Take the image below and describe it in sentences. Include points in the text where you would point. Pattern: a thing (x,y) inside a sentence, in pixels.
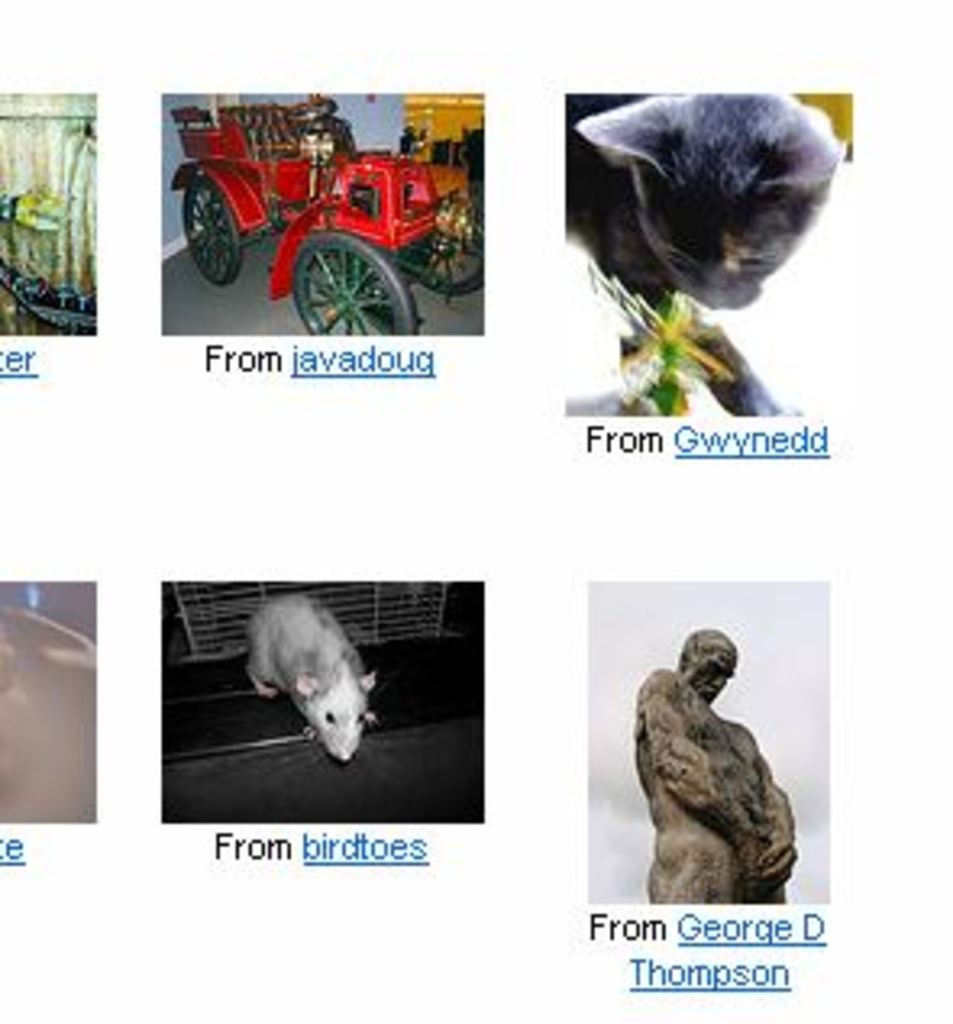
There are images (65,168) and texts (696,446) on a screen (386,378). And the background of this screen (140,341) is white in color.
